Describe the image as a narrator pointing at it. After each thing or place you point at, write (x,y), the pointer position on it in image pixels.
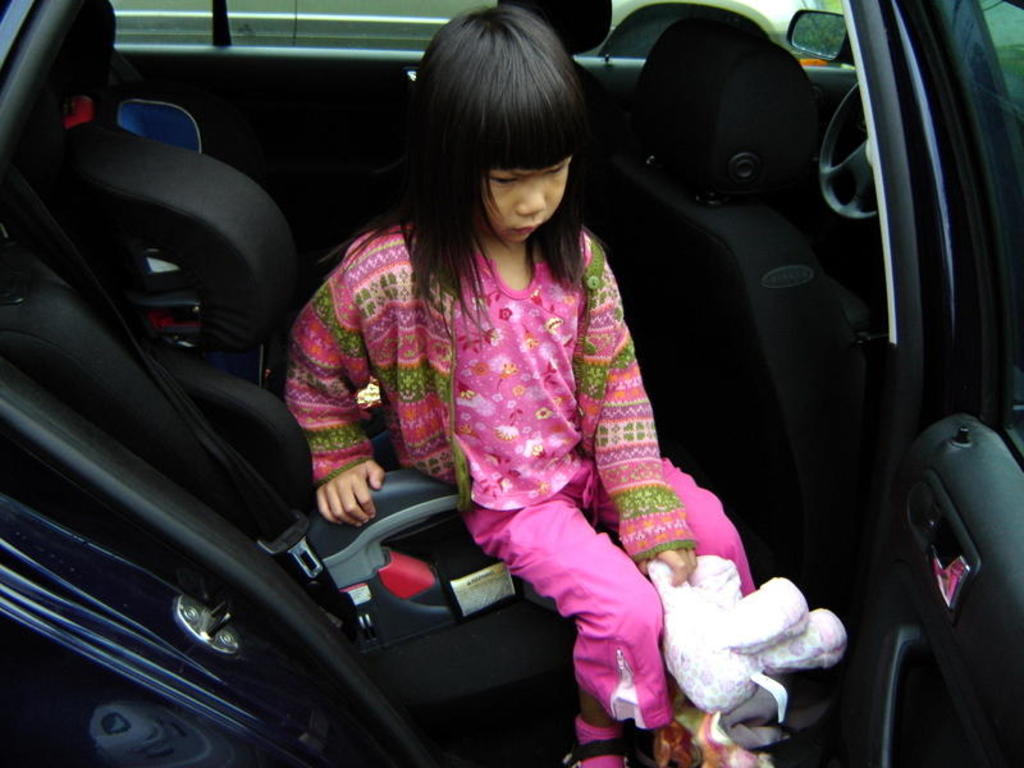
In this image i can see a girl (510,301) wearing a pink dress (538,439) and holding a doll (712,593) in her hand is sitting in a car (294,740). In the background (787,8) i can see the steering (856,159), a window (771,17) and the side mirror (833,26) of the car (812,48).
